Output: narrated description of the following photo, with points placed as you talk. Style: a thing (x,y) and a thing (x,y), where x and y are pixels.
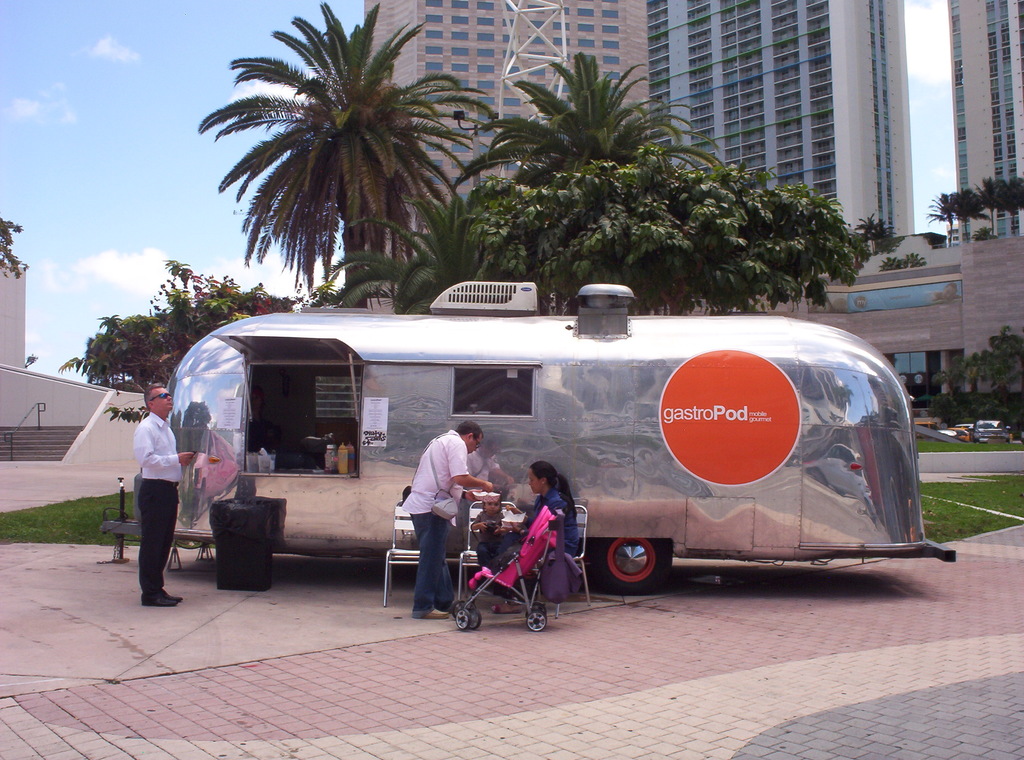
In the middle of the picture (489,361) we can see trees (450,247), buildings (807,37), grass (92,502), vehicles (854,428), chairs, people (444,565), dustbin (275,532) and various objects (482,492). At the bottom (498,695) there is floor (653,700). At the top (146,72) there is sky (83,49).
